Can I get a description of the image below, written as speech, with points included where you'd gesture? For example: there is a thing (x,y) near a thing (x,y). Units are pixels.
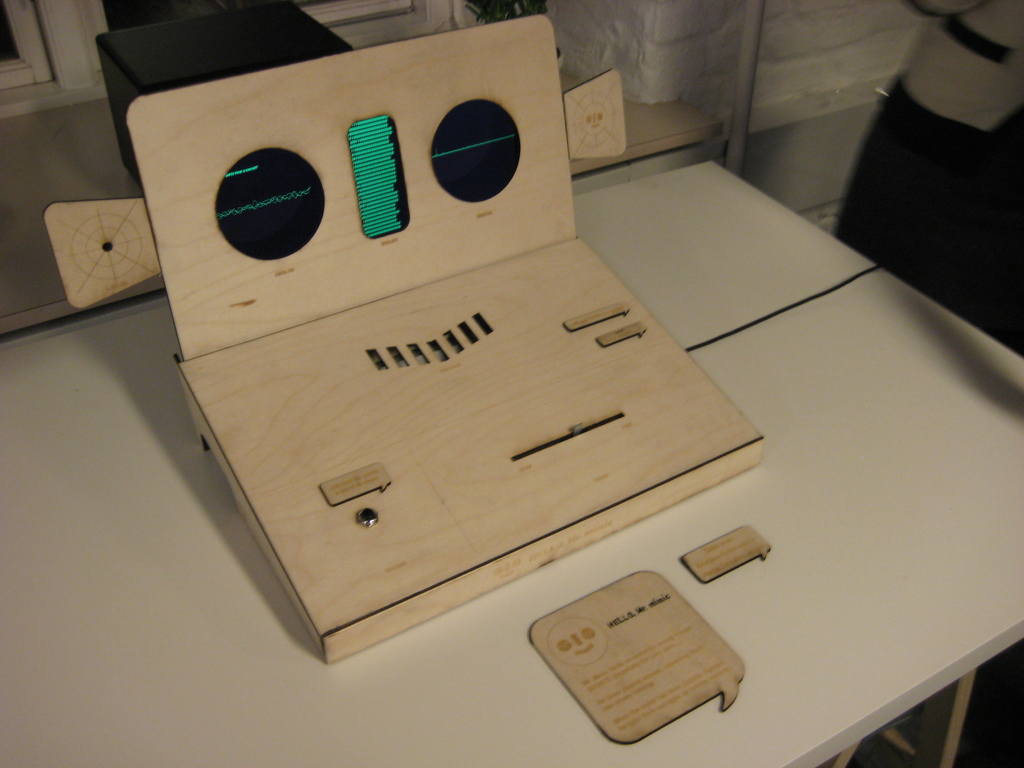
In this image at front (477,164) there is a table (734,638) and on top it there is a wooden object (389,263). At the back side (362,45) there is a window (408,5).
